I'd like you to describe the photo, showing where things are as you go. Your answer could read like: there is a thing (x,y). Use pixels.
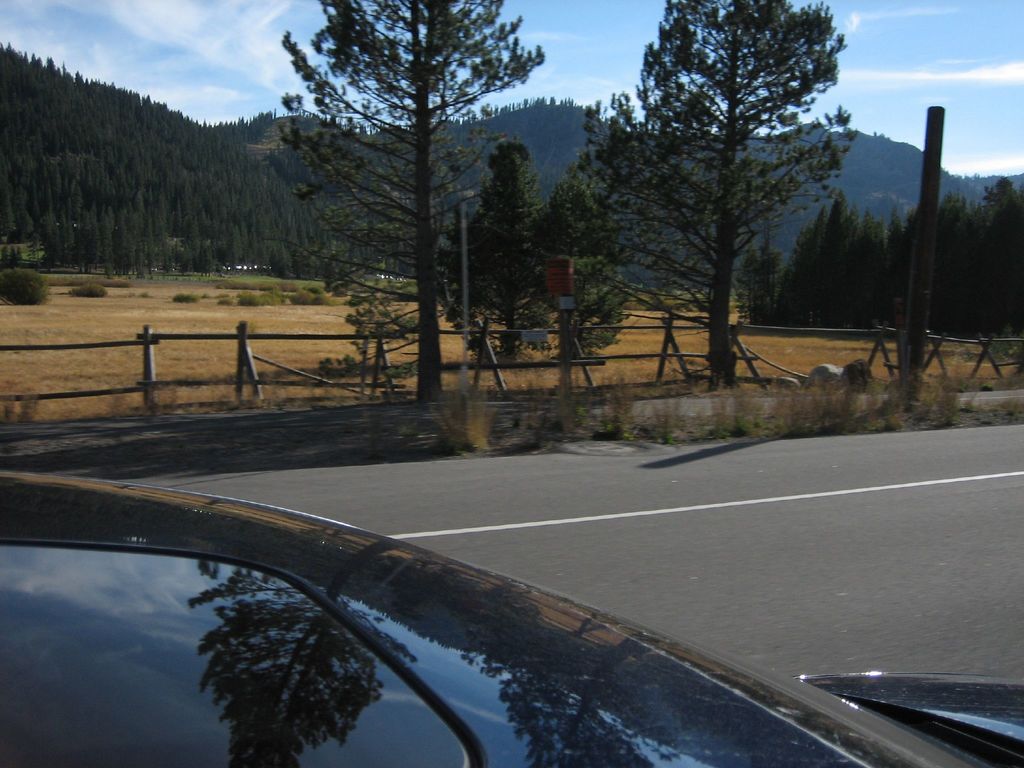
In the foreground (444,627) there is a car (549,708). In the middle of the picture (568,477) there are trees (429,358), shrubs (350,369), field (234,309), fencing (879,329), road (793,467) and trunk (923,330) of a tree (547,212). In the background (72,170) there are trees (371,173), on the hill (460,140). At the top (878,42) it is sky (609,24).
